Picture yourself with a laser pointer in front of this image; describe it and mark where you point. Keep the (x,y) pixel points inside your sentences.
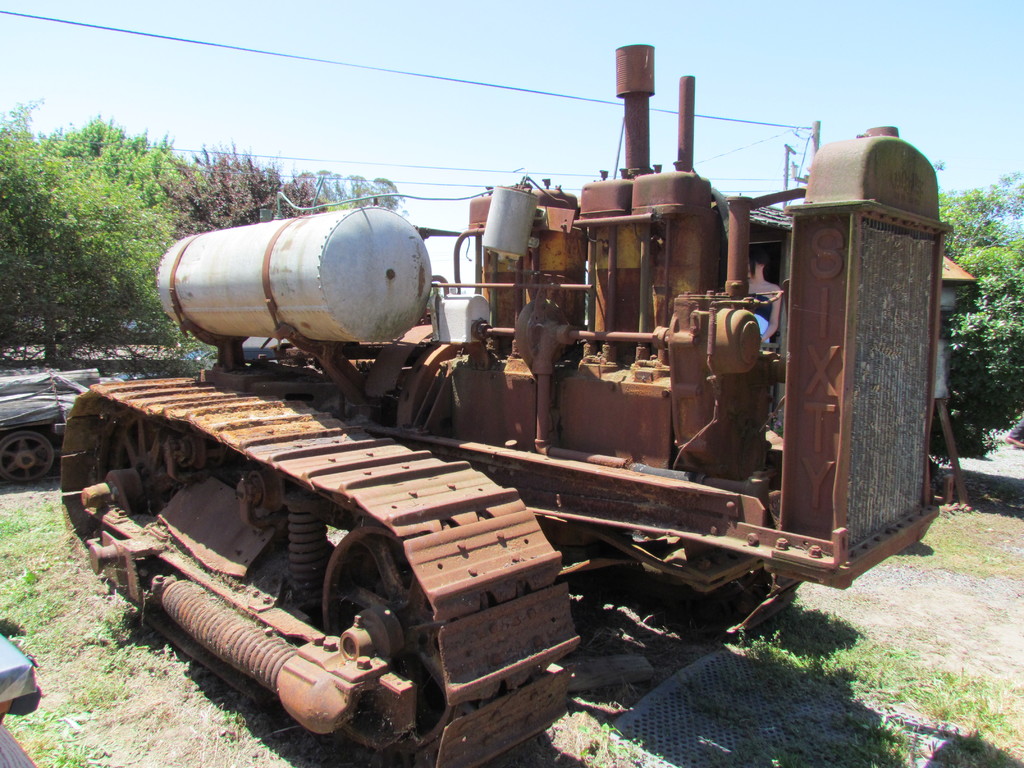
In this image I can see a machine (435,454) on the ground (6,564). In the background (972,274) there are many trees (135,220). At the top of the image (276,77) I can see the sky (348,61). On the left side (28,426) there is an object (25,411) which seems to be a vehicle (42,416).
